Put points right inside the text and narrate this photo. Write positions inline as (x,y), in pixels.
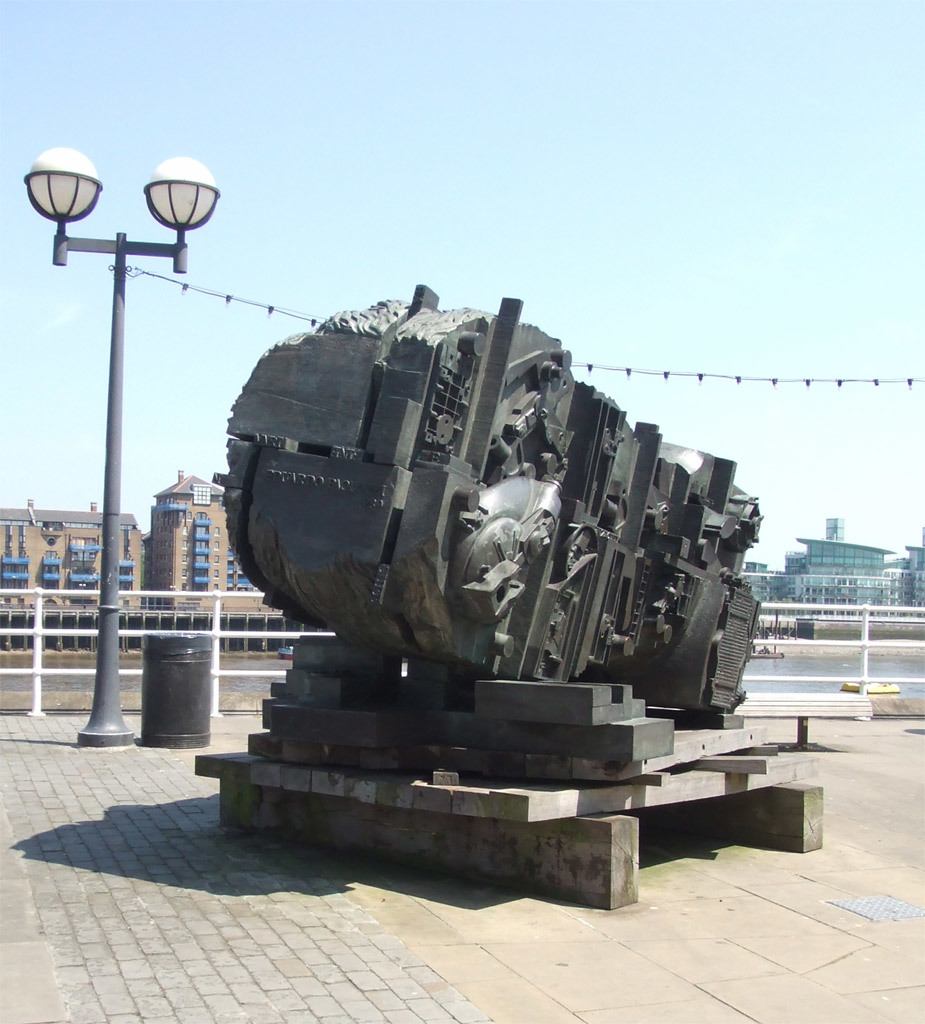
In the center of the image (557,558) a sculpture (555,598) is there. On the left side of the image (193,194) a electric light pole (148,201) and dustbin (190,641) are present. In the background of the image (168,580) buildings (868,582) are there. At the top of the image (771,190) sky (855,363) is there. At the bottom of the image (793,943) ground (598,914) is present.
